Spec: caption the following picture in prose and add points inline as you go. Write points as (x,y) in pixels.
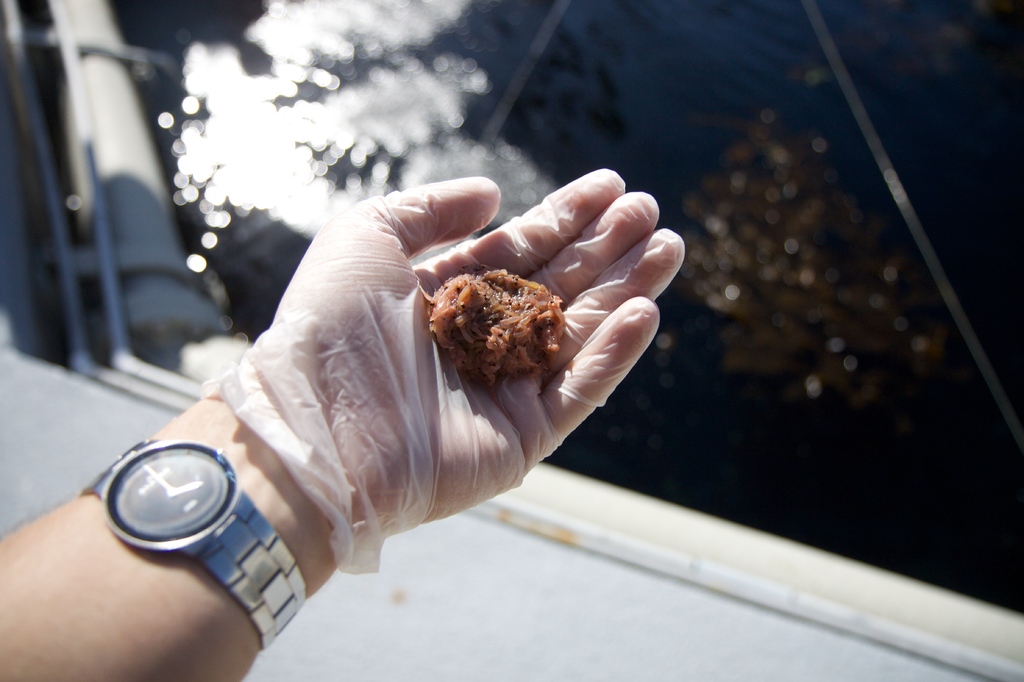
In this picture we can see a person hand (335,504) with a watch (233,514) and a glove (398,355) and on the glove (353,388) there is an item (488,346). Behind the hand (320,332), there is an object (490,556) and water (660,200).
